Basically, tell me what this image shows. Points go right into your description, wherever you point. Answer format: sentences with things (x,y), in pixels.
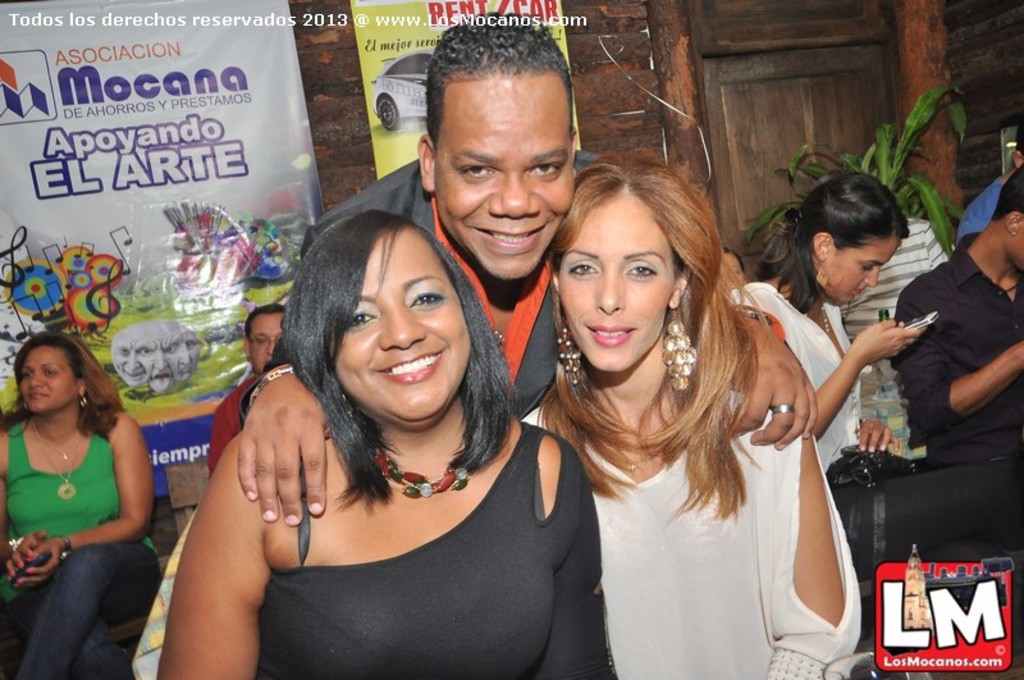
In the foreground of the picture (651,619) I can see three persons (351,511) and there is a smile (619,337) on their faces (606,255). There is a woman (475,323) on the left side (284,609) is wearing a black color top (528,599) and the other woman (664,557) on the right side (770,483) is wearing a white color top (742,515). I can see a woman (769,300) on the right side (881,236) is holding the mobile phone (907,328) in her right hand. I can see two persons (76,425) sitting on the bench (197,470) on the left side (78,603). There is a man (1011,341) on the right side (1011,341) is wearing a black color shirt (974,294) though his face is not visible. It is looking like a wooden door (758,68) on the top right side of the picture (774,95). In the background (313,155), I can see the hoardings (160,225) on the wooden wall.
